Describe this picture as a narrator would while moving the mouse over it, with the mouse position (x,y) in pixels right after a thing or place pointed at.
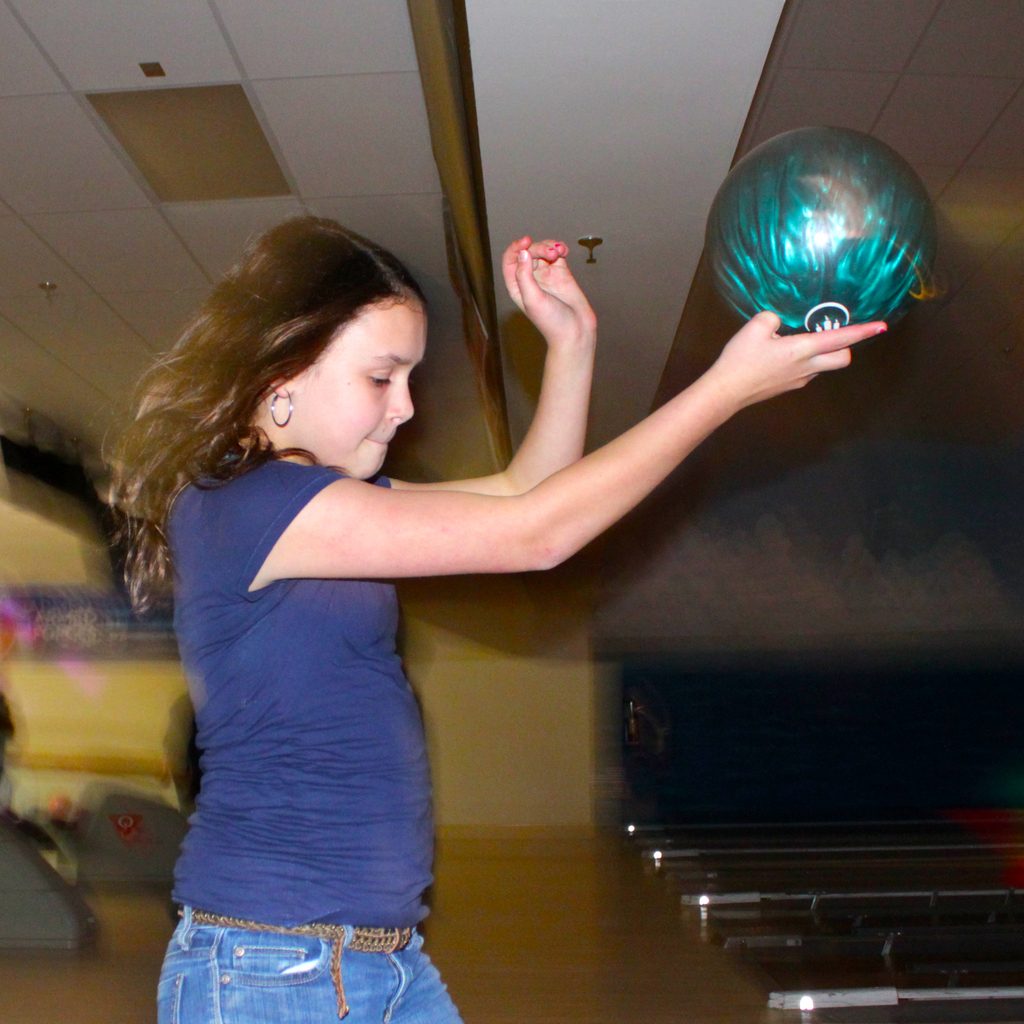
In this picture we can see a girl (174,1019) holding a green ball (829,306) and standing on the bowling floor (501,873). We can see lights (199,140) on the ceiling (321,159).
